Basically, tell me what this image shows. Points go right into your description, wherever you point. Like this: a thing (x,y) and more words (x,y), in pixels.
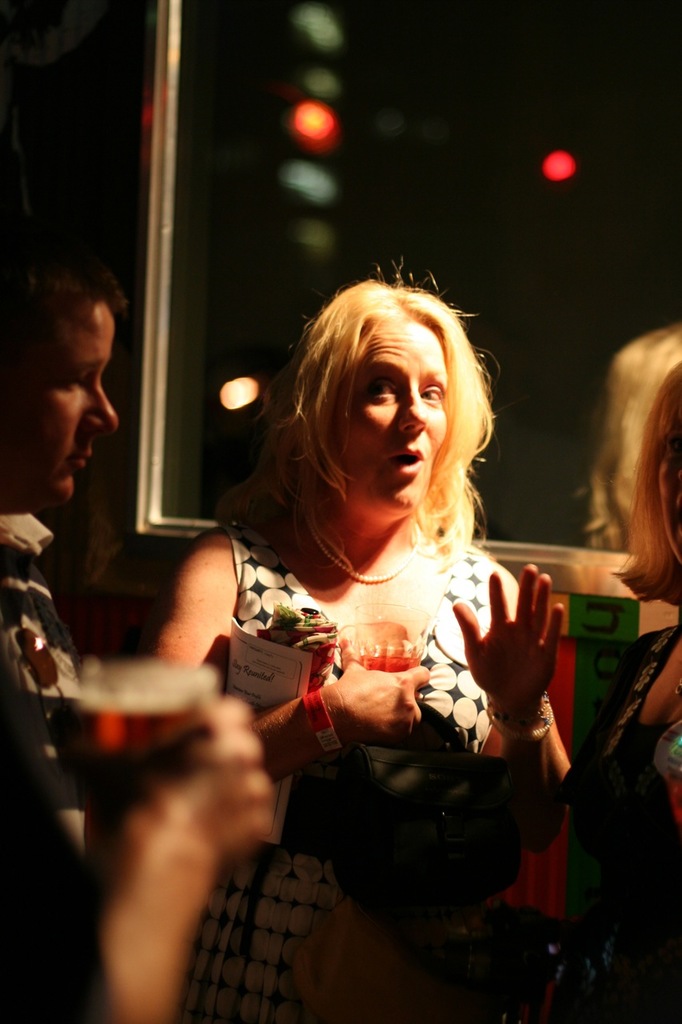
In this image there are people (406,704) standing, in the background (116,226) it is blurred.
